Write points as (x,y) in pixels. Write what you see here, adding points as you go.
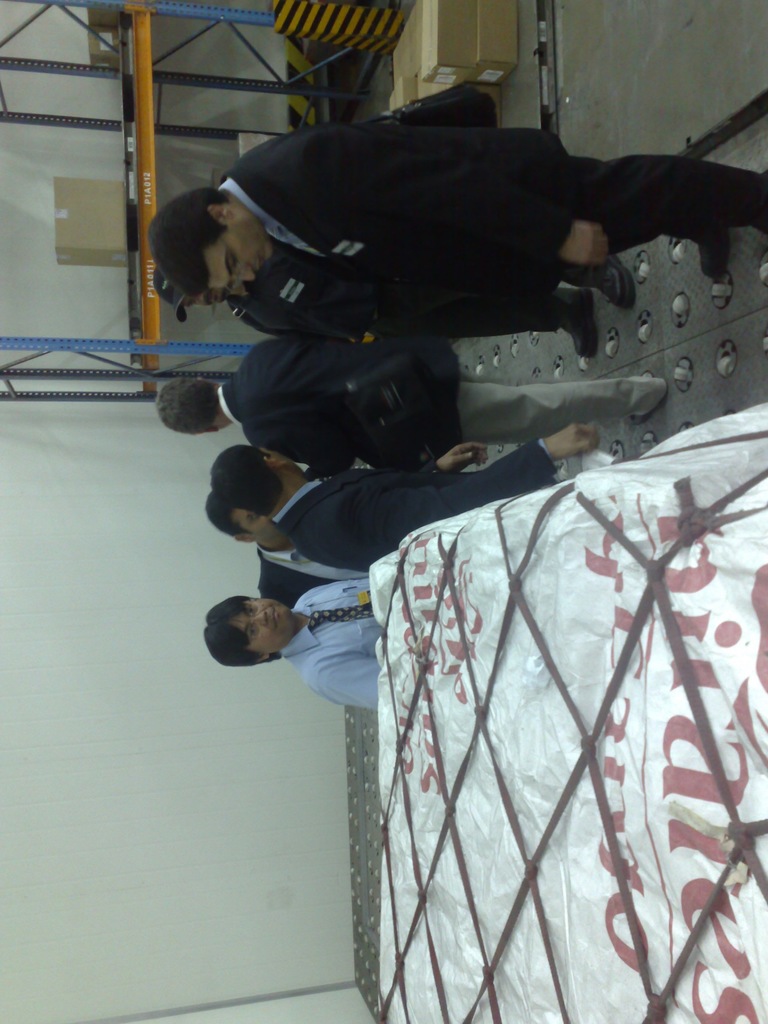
This image is in left direction. In the middle of the image (271,494) there are few people (410,228) standing on the floor (469,350). At the bottom (588,906) there is a white color sheet (582,867). In the background (146,78) there are few metal stands (142,367). On the left side (103,651) there is a wall (112,588).
